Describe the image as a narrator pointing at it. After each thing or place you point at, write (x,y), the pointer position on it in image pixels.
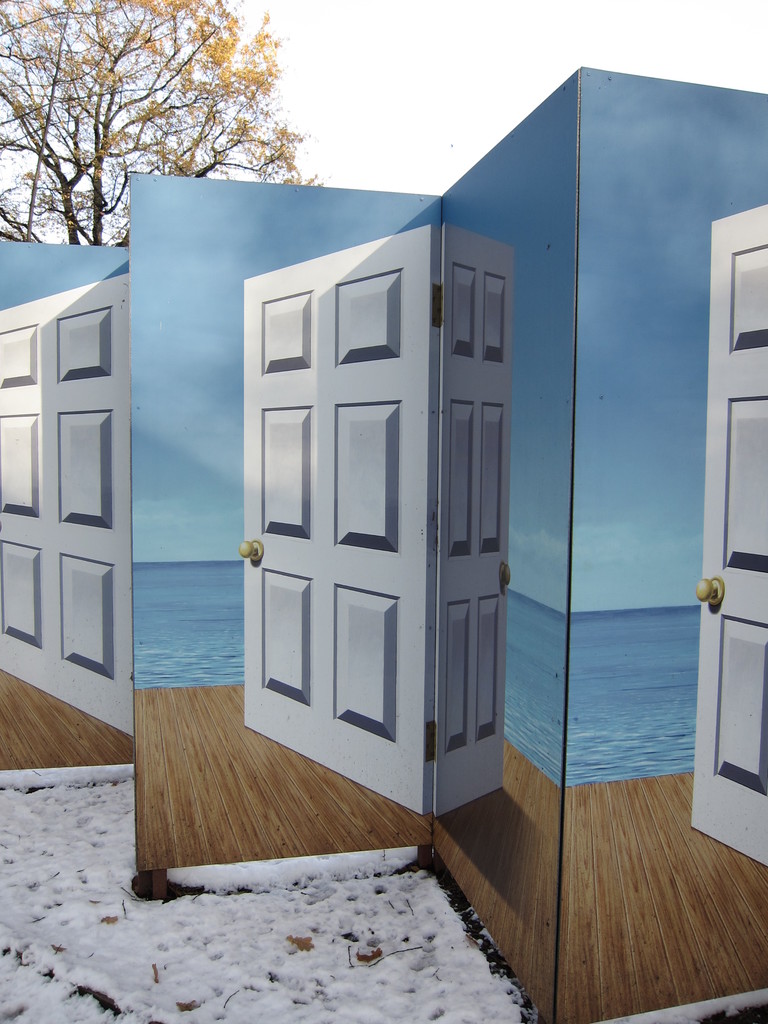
In this picture we can see there are boards (273,721) and on the boards (326,639) there are doors (342,730), wooden floor (291,789) and water (633,716). Behind the boards (314,419), there is a tree (79,118) and a sky (363,103).
